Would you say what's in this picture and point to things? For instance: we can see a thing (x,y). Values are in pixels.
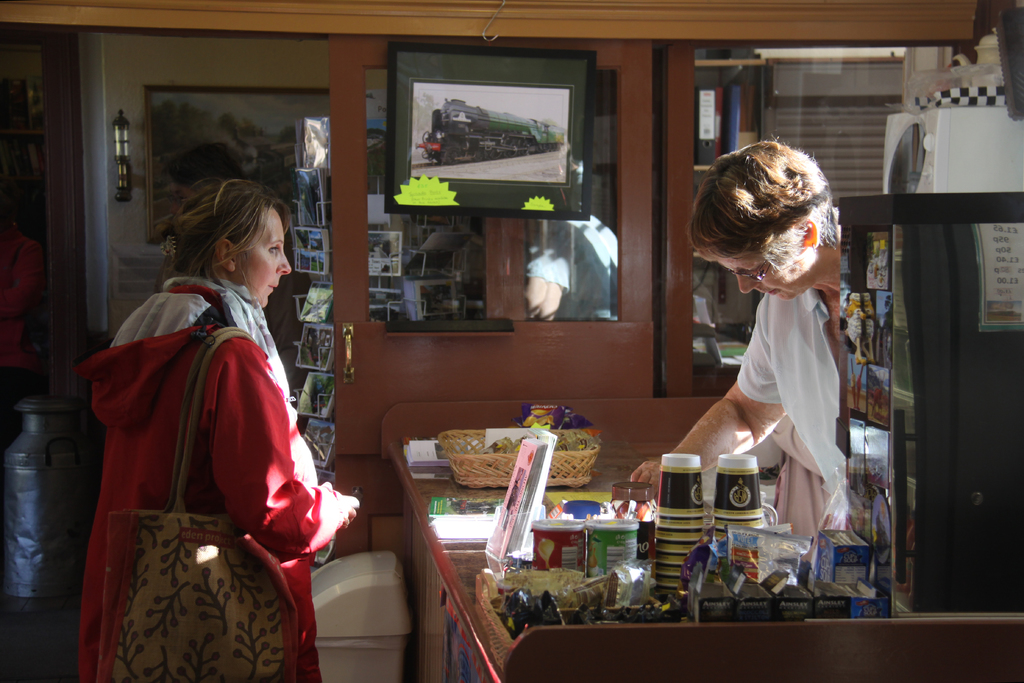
On the left side of the image (276,508) there is a person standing in front of the table (680,639). On top of it there are cups (744,460) and a few other objects (835,538). Behind the table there is another person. Beside her there are a few objects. In the background of the image (173,95) there are photo frames (403,77) on the wall (108,211). There is a glass window (572,268). There are books (8,158) on the rack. On the left side of the image (21,243) there is a person (37,365) standing.
